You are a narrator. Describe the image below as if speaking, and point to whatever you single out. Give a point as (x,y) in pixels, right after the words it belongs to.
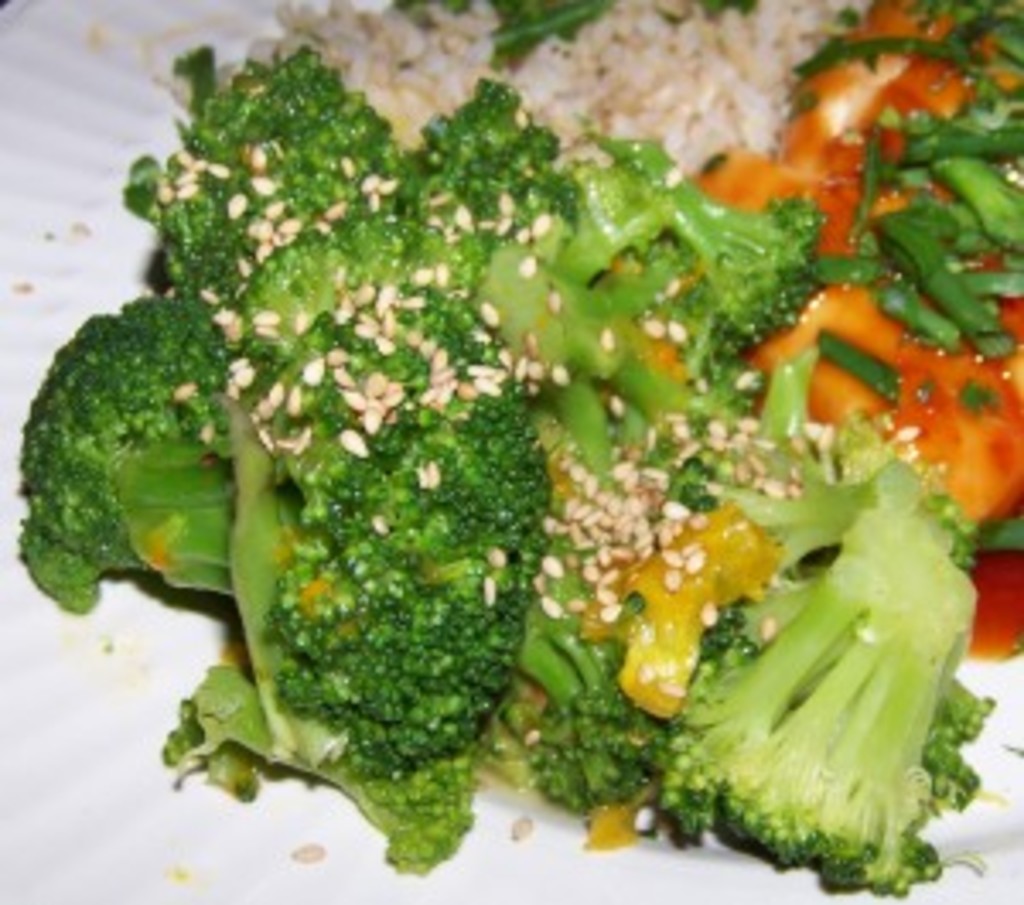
There is a white plate (103,630). On that there is a food item (532,719) with broccoli pieces (410,566), sesame seeds (439,274) and many other things (873,378).
